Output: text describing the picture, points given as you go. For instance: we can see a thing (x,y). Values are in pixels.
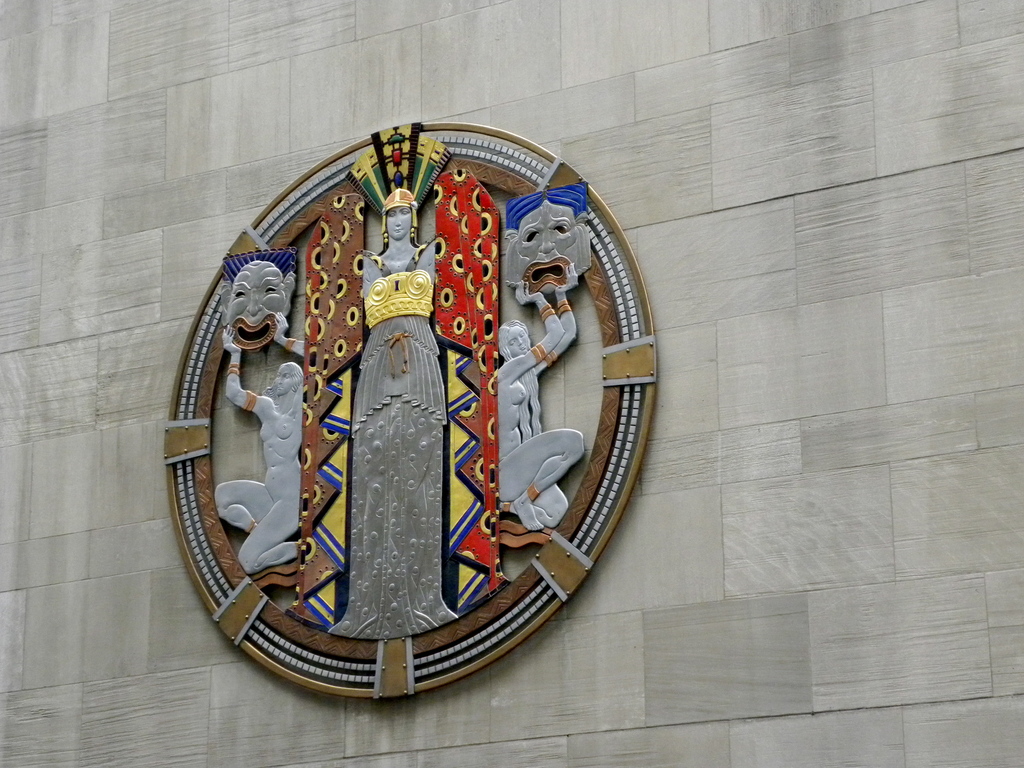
In this image in the background (693,662) there is a wall (670,482), on the wall (459,4) there is one board (504,398).
